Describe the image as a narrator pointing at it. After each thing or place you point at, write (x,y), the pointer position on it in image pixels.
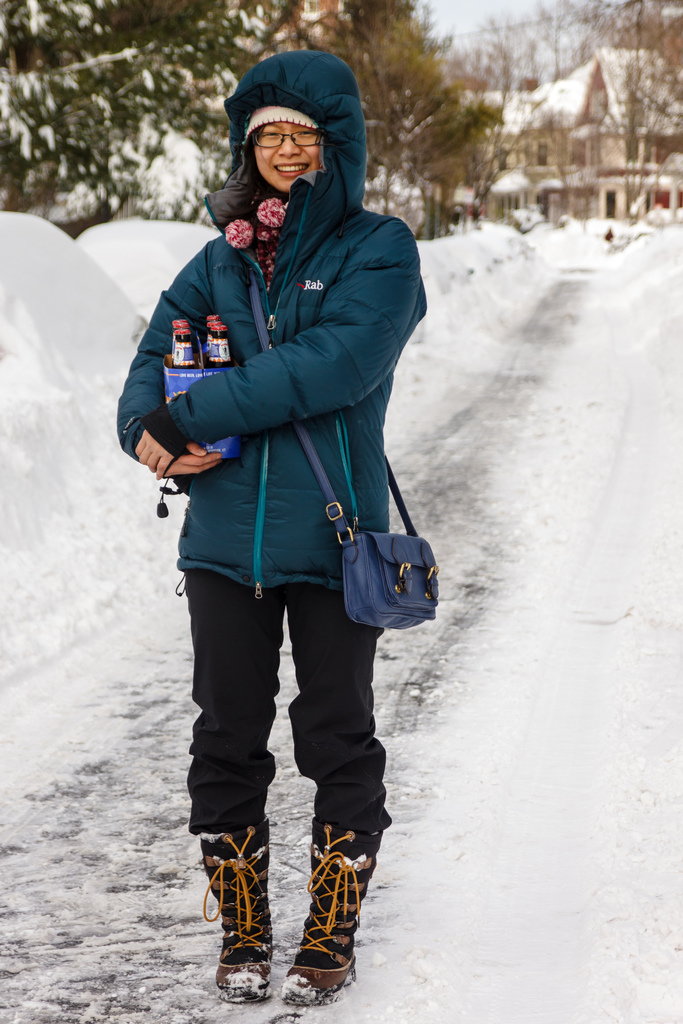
The picture is clicked outside a city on a street (561,339). In the foreground of the picture (361,265) there is a woman (391,226) standing holding a case (186,327) of beers (214,339). To the right (628,456) there is snow (630,914). On the left (77,382) there is also snow (51,298). In the top left (163,72) there are trees (223,35). On the top right (606,103) there are houses (597,121).
